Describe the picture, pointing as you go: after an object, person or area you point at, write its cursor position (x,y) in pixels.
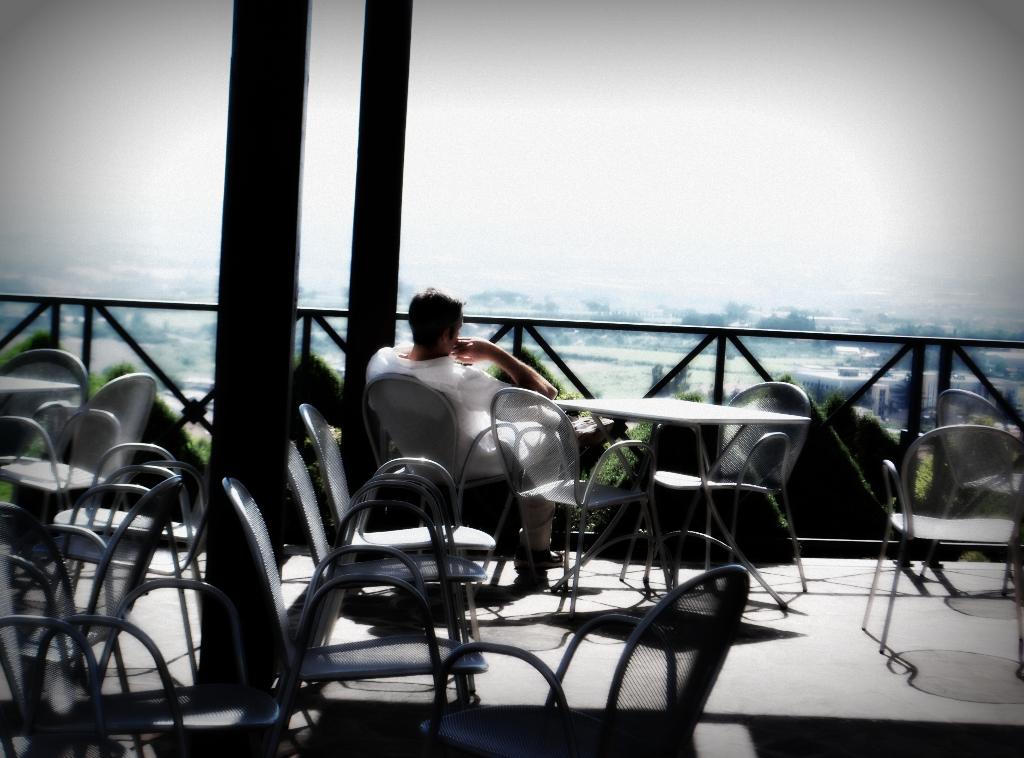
This is the picture taken in the outdoor, the man (462,405) in white shirt (461,396) sitting on a chair (447,399) to the right side of the man (476,392) there is a table (655,405). In front of the man (465,384) there is a fencing (530,323), trees (491,295) and sky (643,181). Background of the man (453,381) is a chairs (208,594) on the floor (812,684).
